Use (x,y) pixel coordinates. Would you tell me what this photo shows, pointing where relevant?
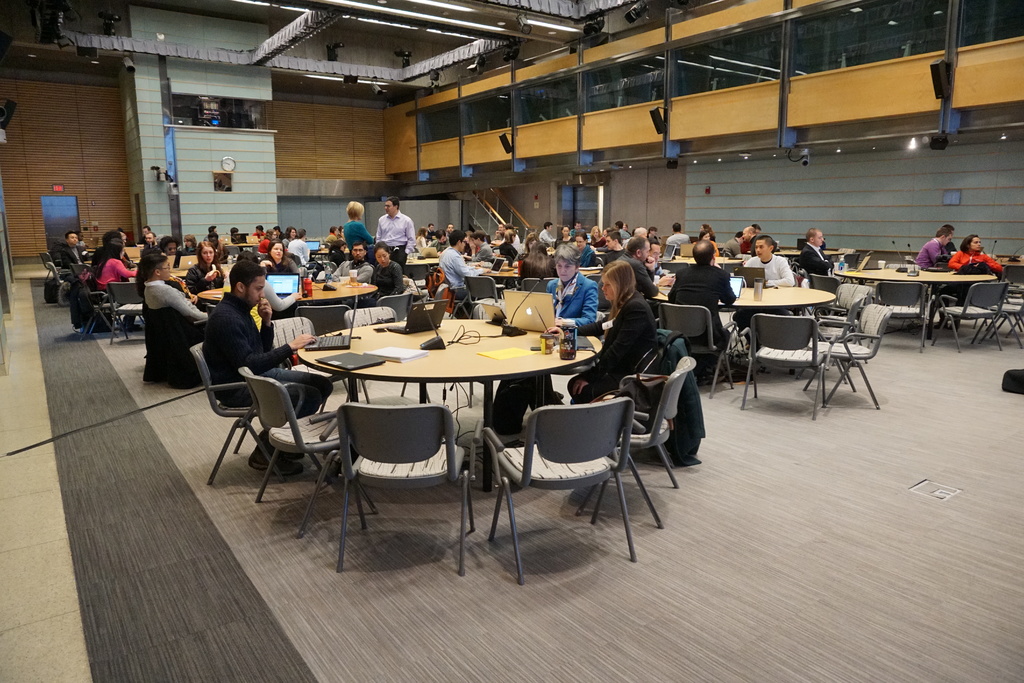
In this image i can see there are group of people (277,364) sitting on the chair (404,438) together. And the group of people (408,218) there are two persons (410,238) standing together. On the table (356,386) we can see there are few laptops (347,363) and few other objects (385,352) on the table (448,358). In the background of the image (239,165) we can see a clock (223,169) on the wall (221,171) and a door (59,221) on the left side of the image (57,221).
